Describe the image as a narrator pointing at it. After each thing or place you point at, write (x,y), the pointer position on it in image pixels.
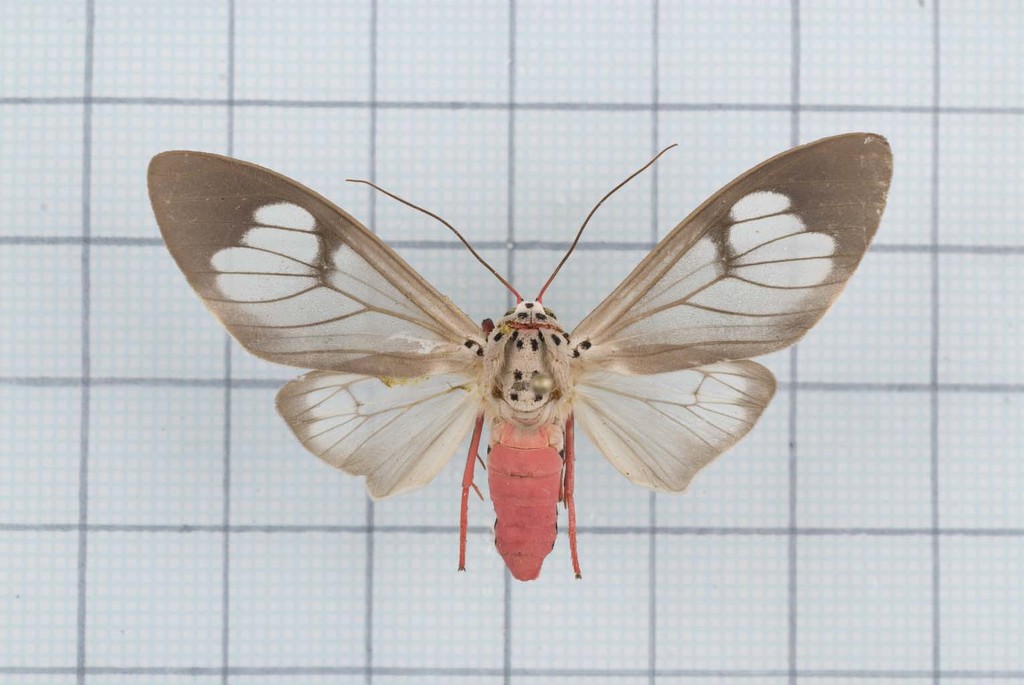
In the foreground of this image (639,379), there is a moth (581,388) on a white surface (252,557) on which there are lines (84,250).
